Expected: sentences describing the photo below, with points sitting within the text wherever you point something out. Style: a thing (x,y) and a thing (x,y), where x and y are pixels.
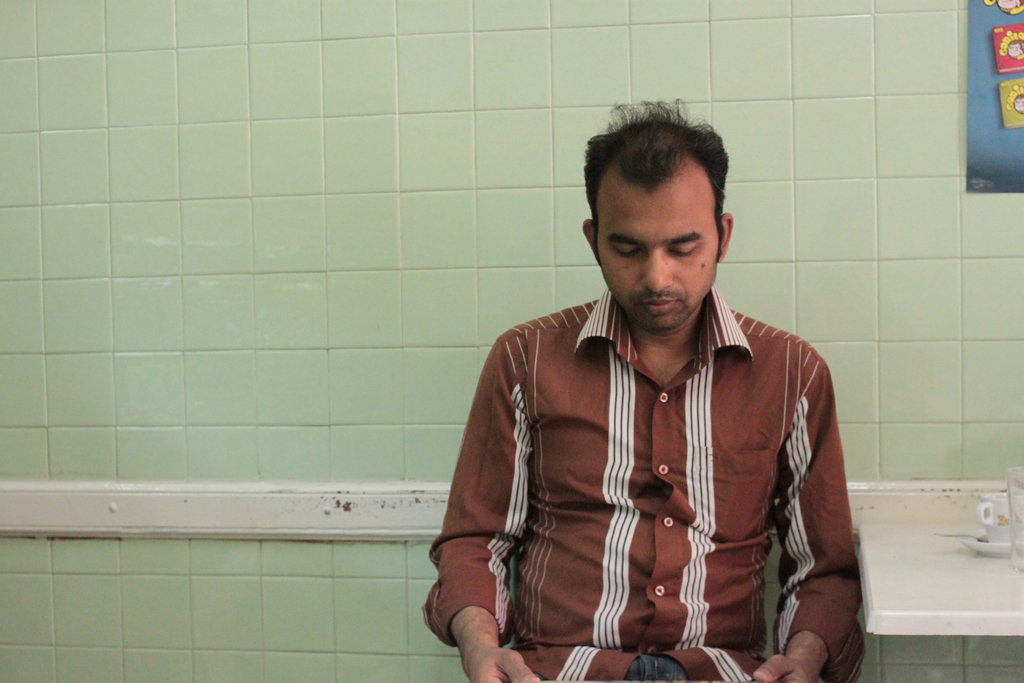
The man (627,458) in the brown shirt (631,466) is sitting and he is looking at something. Beside him, we see a white table (945,591) on which cup (991,507), saucer (996,542) and glass (1017,506) are placed. Behind him, we see a wall (268,476) which is in white and green color. In the right top of the picture (991,187), we see a blue color board (987,154) on which posters (1002,41) are pasted.
